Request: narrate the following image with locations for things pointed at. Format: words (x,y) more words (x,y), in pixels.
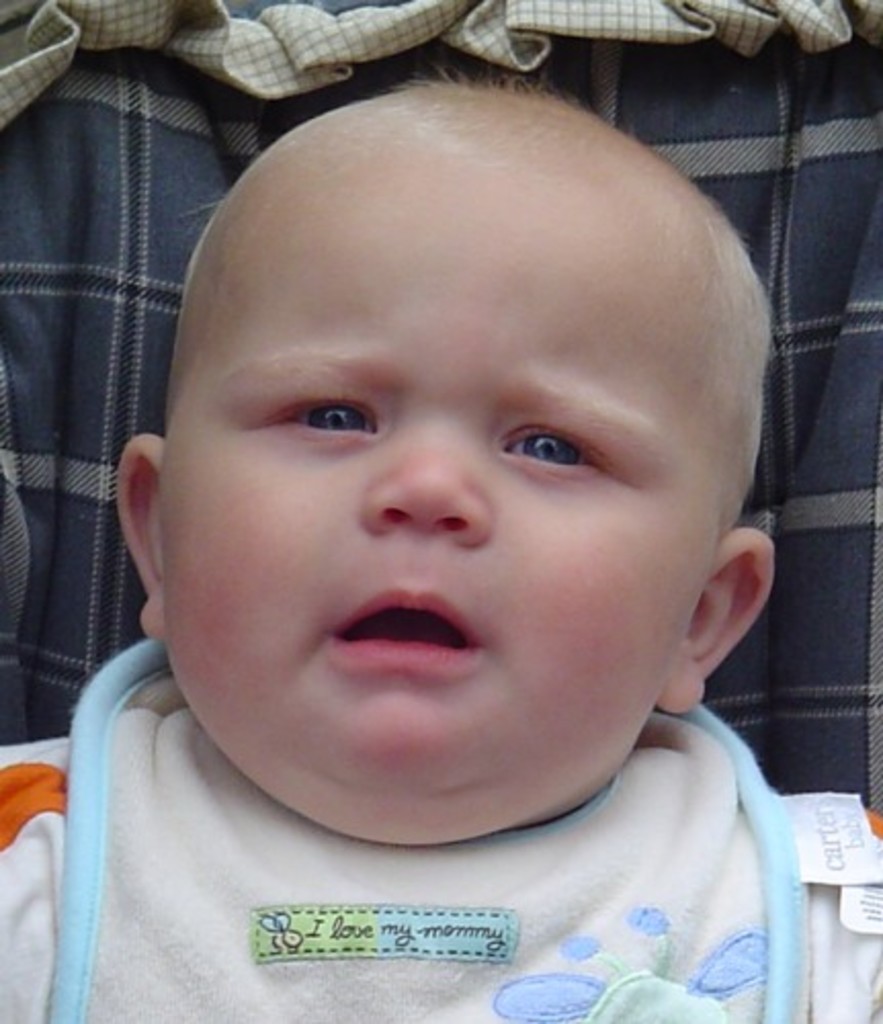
In this picture we can see a baby (383,410) is present in trolley (821,752).
